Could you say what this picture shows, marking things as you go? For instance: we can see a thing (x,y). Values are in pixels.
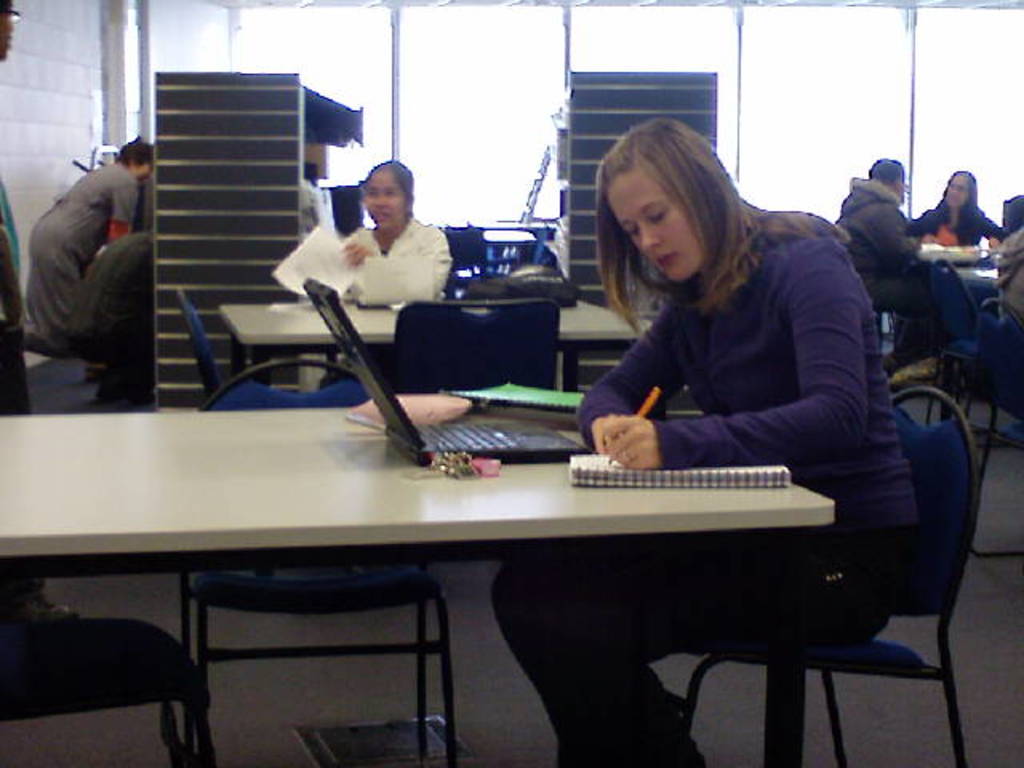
As we can see in the image there are few people (397,245) sitting on chairs (1003,405) and there is a table (425,533). On table (588,516) there are a book (742,478), laptop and paper (461,400).
